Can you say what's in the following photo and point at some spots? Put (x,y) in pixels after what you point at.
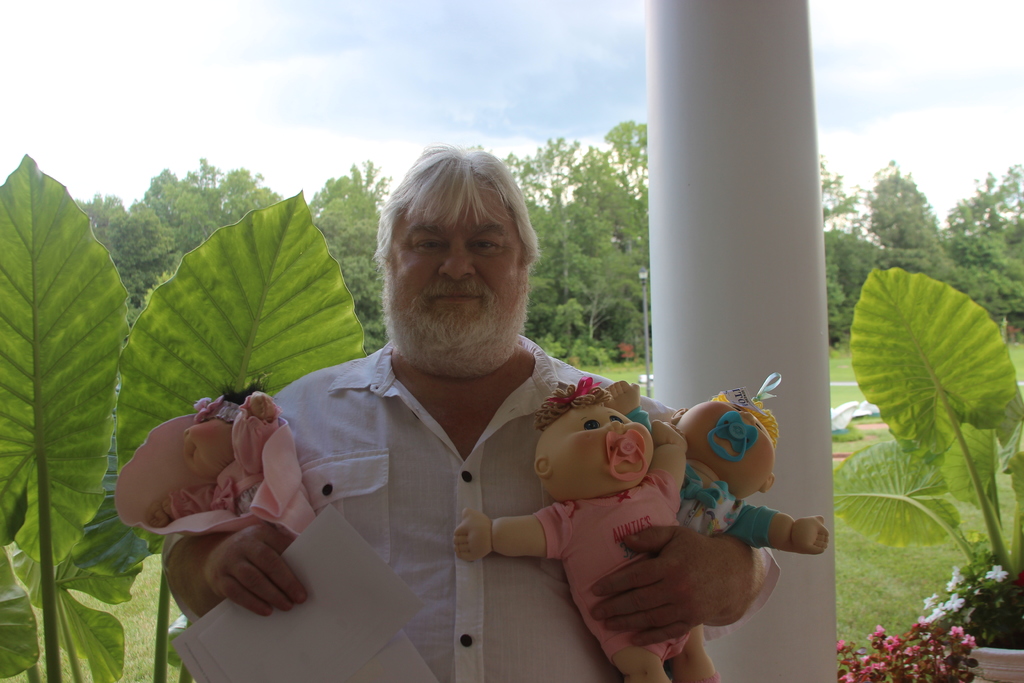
As we can see in the image in the front (457,482) there is a man (463,437) wearing white color shirt (438,513). He is holding papers (336,638) and toys (221,511). There are flowers (943,615), plants (10,347), trees (640,250), grass (862,443) and sky (517,41).
